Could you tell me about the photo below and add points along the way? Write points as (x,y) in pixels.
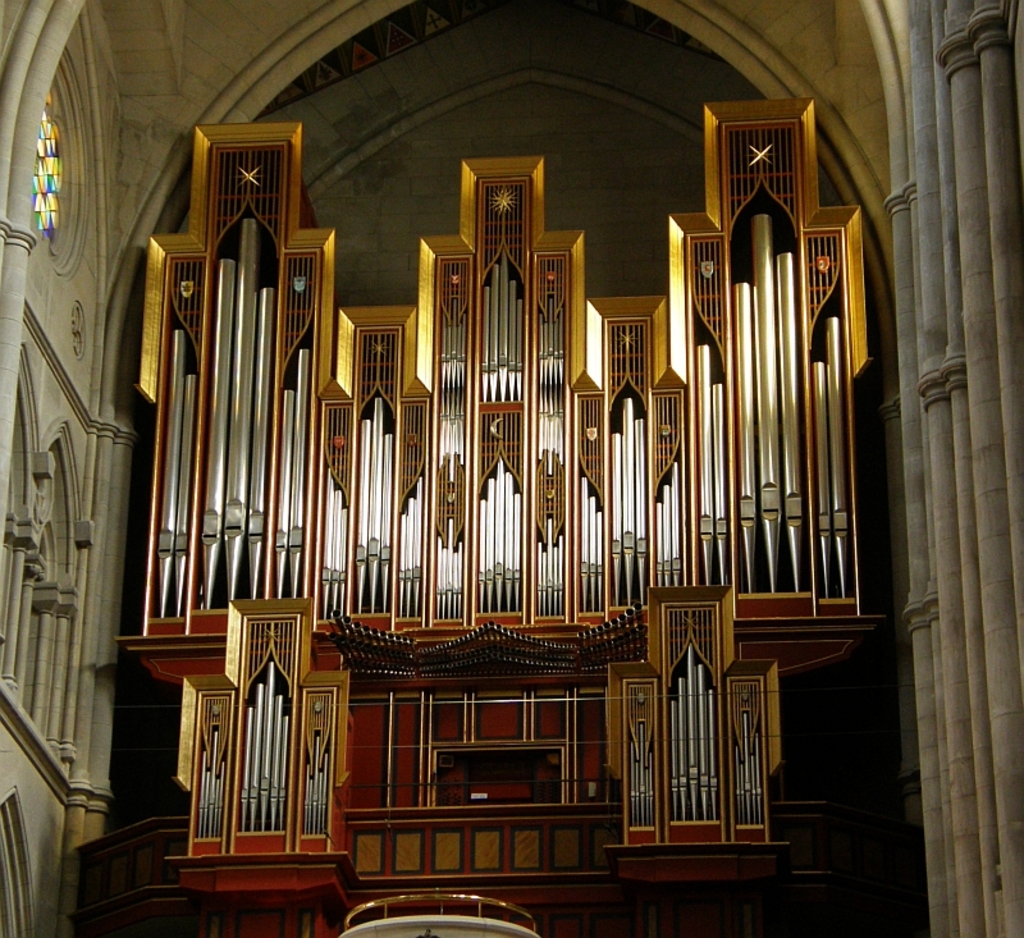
This is an inner view of the image with architecture (830,846).
